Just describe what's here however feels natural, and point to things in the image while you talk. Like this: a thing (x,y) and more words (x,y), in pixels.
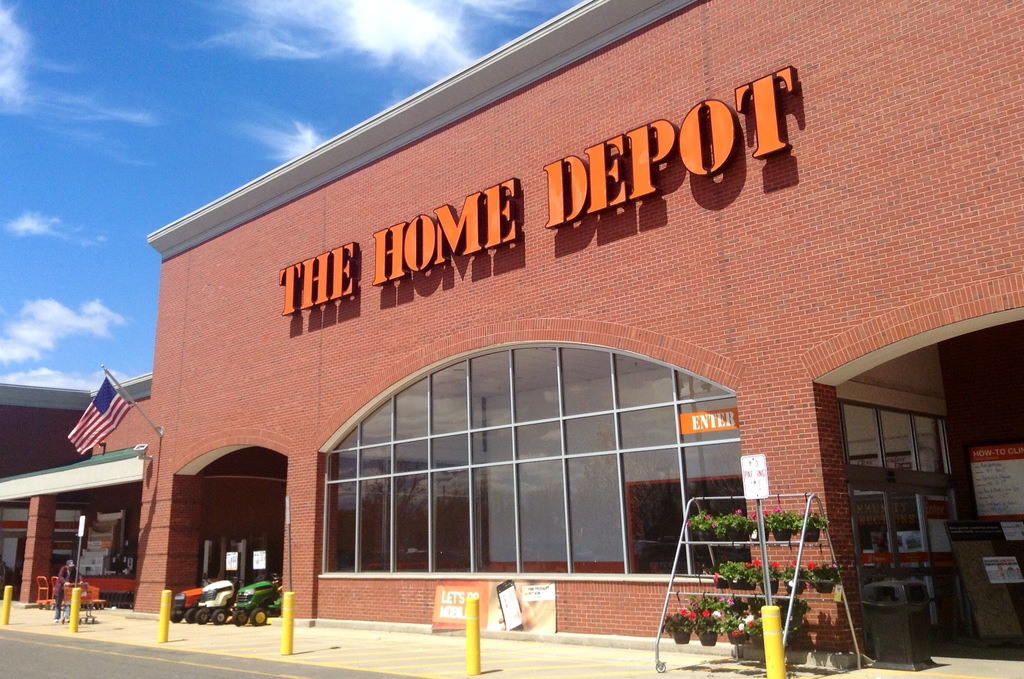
In this image there is a road (58,644) and footpath (343,649), road (31,637) and footpath (129,628) are separated with small rods (773,652) and there is a shopping mall (155,385) on that it is written "The Home Depot" and an american flag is attached to the wall (234,414) and there are mini tractors (234,602) in front of the mall (612,617) there are flower pots (721,570).
